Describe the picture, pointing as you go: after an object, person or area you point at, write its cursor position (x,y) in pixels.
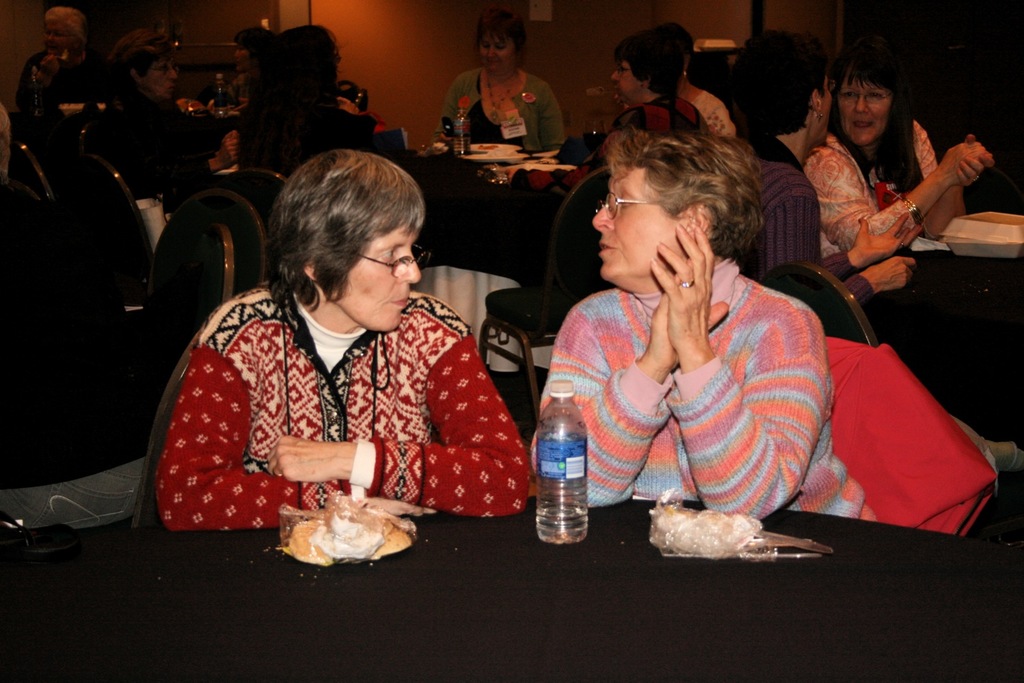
In this picture we can see about a women (291,485) wearing red color sweater (351,411) sitting on the chair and discussing something with beside women (773,347) wearing pink and blue sweater (605,438). In the front (617,564) we can see black table top (424,564) and which some snacks (360,545) and water bottle (547,536) is placed. Behind we can see other group of people (648,58) sitting on the dining table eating and discussing something.
